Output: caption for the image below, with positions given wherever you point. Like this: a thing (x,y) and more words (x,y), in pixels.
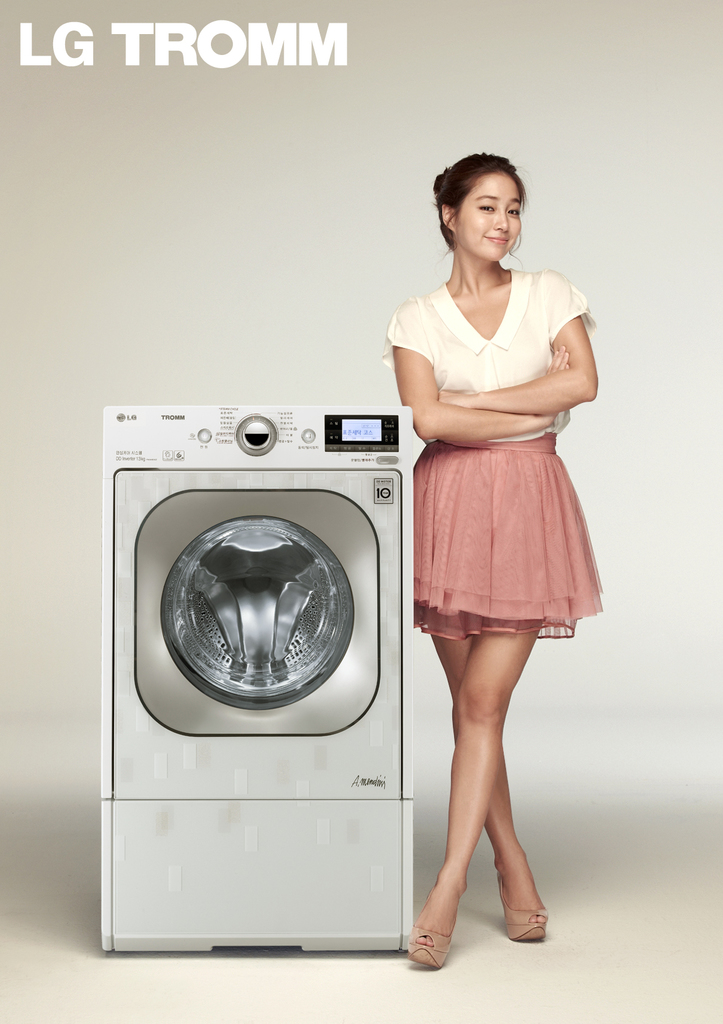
In this picture there is a woman (517,560) standing and smiling and there is a washing machine (255,649) and at the top left of the image (183,54) there is some text (212,57).
